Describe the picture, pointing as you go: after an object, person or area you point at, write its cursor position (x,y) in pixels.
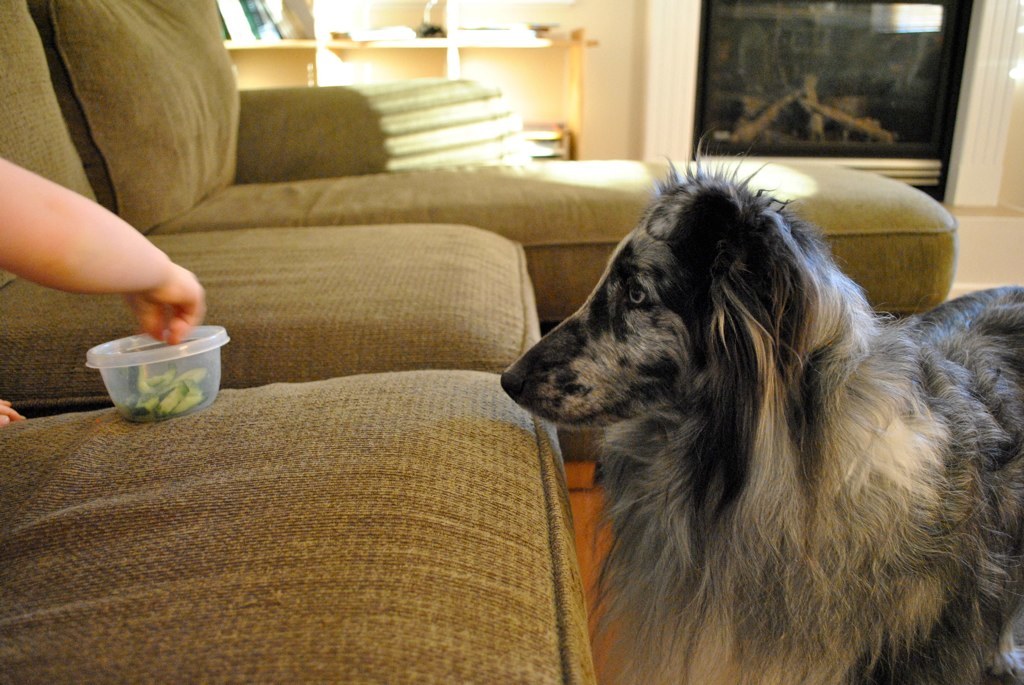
In the picture we can see inside the house (143,461) with some sofas (99,321) on it, we can see a person's hand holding a plastic box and near the sofa (212,606) we can see a dog (948,629) on the floor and in the background (814,69), we can see a wall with racks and some things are kept at it and beside it we can see a black color fireplace (770,57).
